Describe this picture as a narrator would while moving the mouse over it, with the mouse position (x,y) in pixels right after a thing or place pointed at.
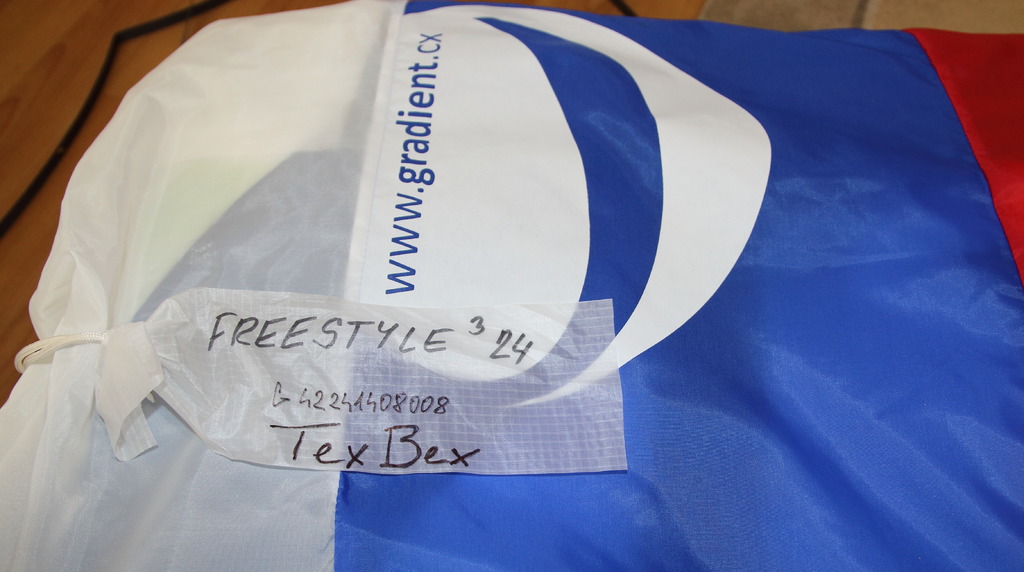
In this image there is a paraglider wing (407,298) with the label (453,361) on it which was placed on the floor (71,40).
